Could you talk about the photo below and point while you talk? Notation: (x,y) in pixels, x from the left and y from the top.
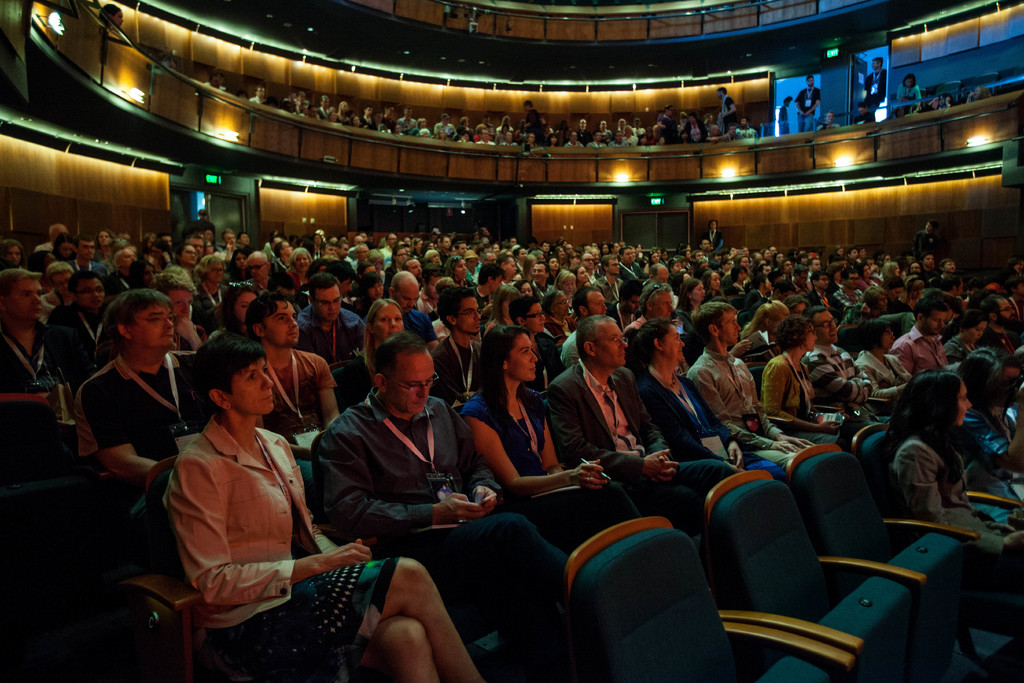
There are group of people (493,323) sitting in an auditorium (268,162) there are also few people (352,114) sitting in top (566,132).
